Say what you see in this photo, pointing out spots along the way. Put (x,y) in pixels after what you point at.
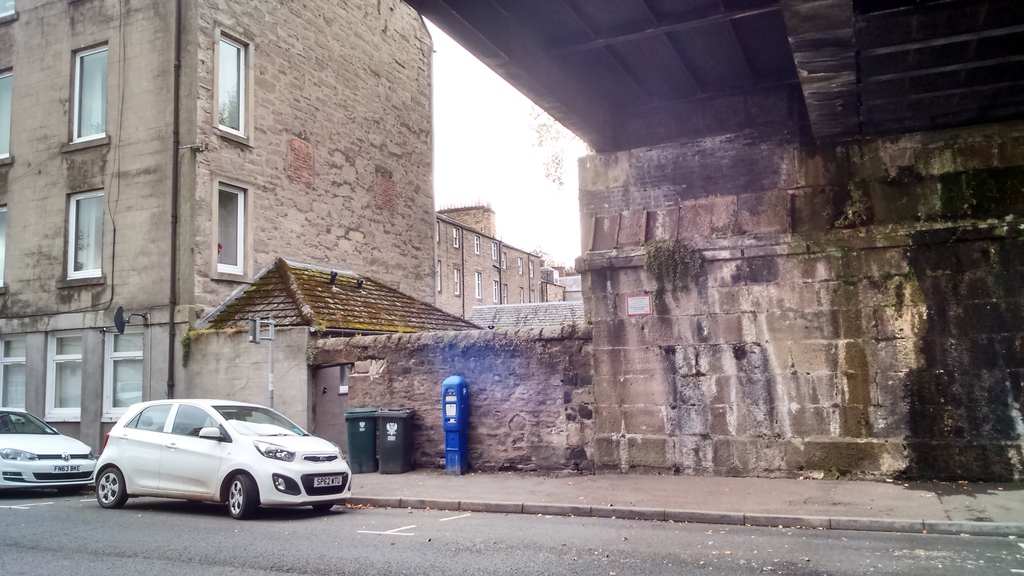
In this picture we can see a few vehicles (201,481) on the path (12,513). There are dustbins (354,450), pole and a blue object (455,451) is visible on the path (554,489). We can see a few buildings (433,250) in the background (155,335).
